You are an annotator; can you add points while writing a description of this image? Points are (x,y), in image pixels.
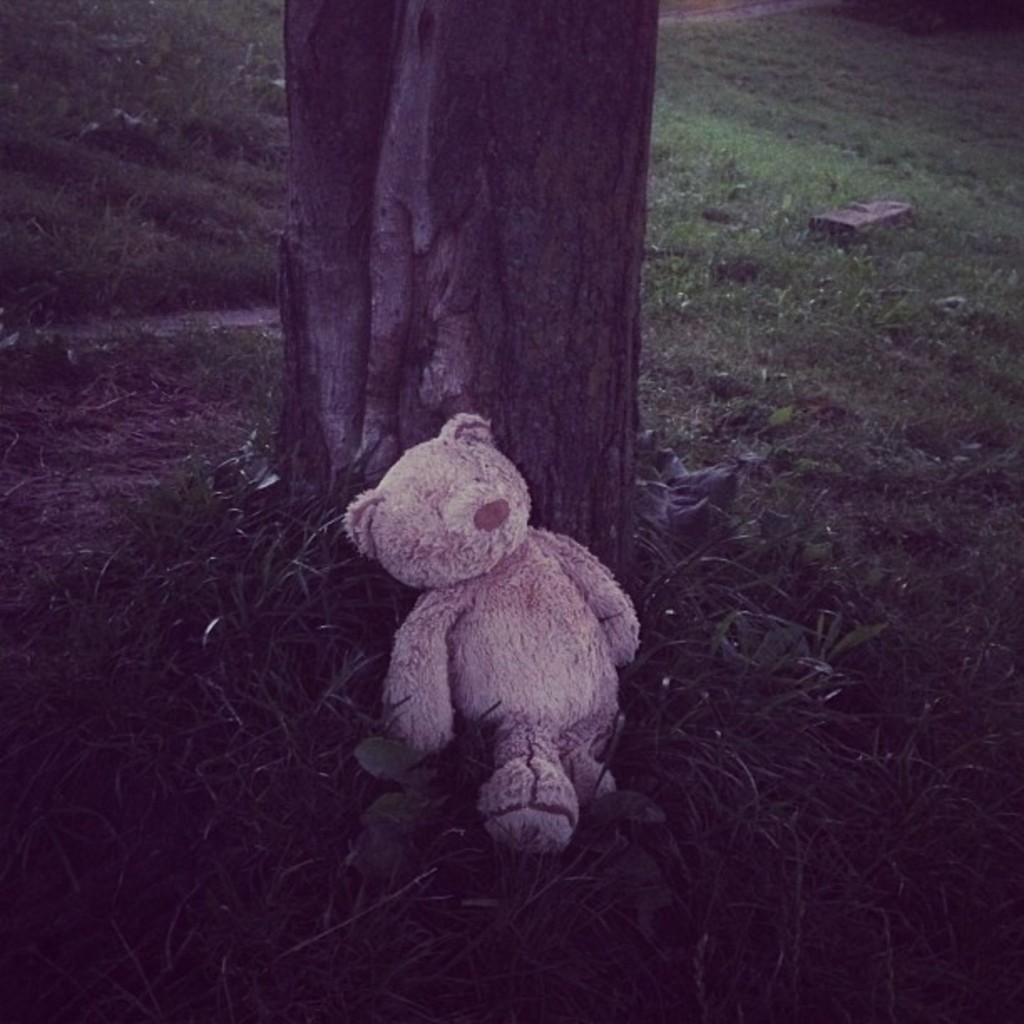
This image is taken outdoors. In the background (867,308) there is a ground (705,147) with grass (179,410) on it. In the middle of the image (457,404) there is a tree (413,78) and there is a teddy bear (464,661) on the ground (489,891).
